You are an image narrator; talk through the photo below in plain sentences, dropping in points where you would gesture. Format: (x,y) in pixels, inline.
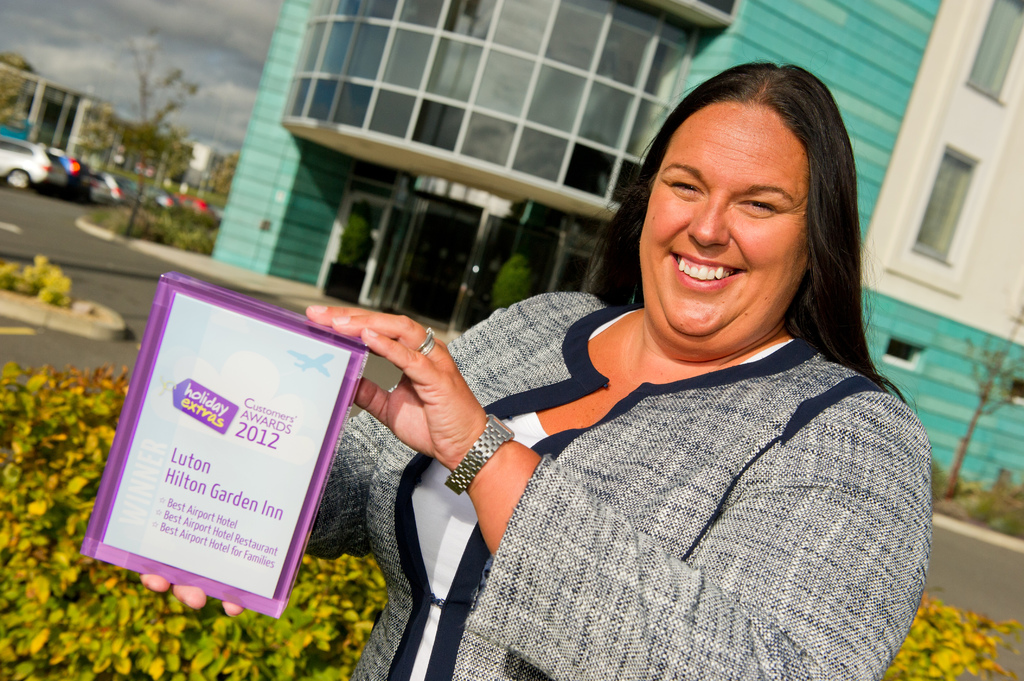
In this image, we can see a woman (601,558) is holding a box (263,497) and smiling. Background (579,54) there is a blur view. Here there is a building (402,204), walls (318,252), glass objects (636,135), roads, plants (982,628), trees (979,350), vehicles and cloudy sky (226,99).
